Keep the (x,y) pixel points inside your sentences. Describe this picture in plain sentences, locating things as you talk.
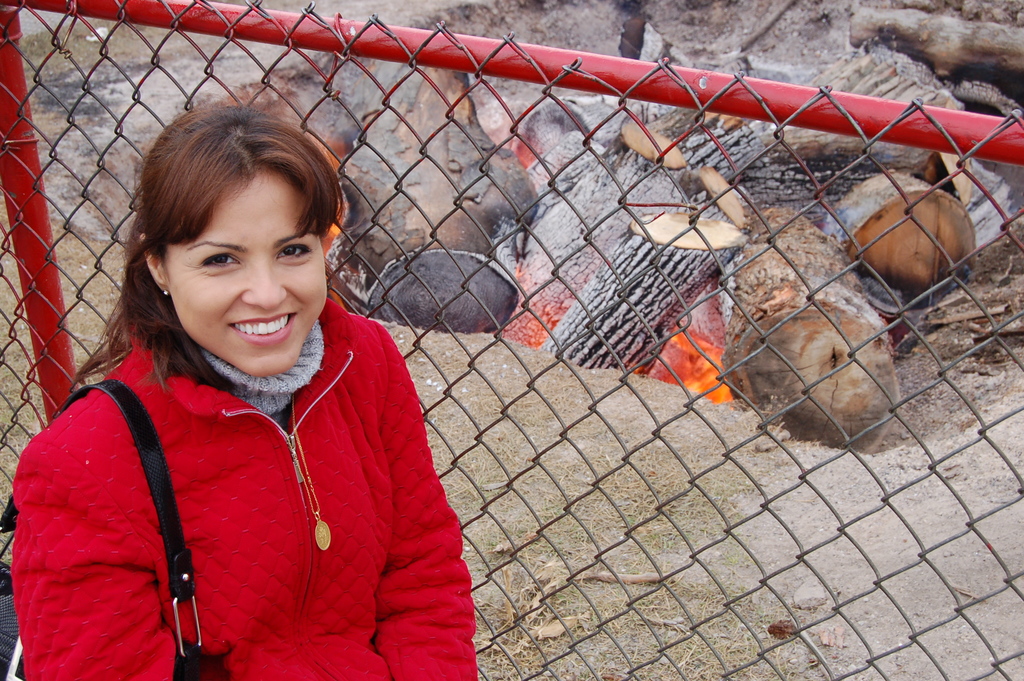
In this image I can see a woman (251,490) wearing red color dress (272,521) is smiling. I can see the metal fencing (614,508), the ground (746,496) and few huge wooden logs (785,269) which are on fire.
